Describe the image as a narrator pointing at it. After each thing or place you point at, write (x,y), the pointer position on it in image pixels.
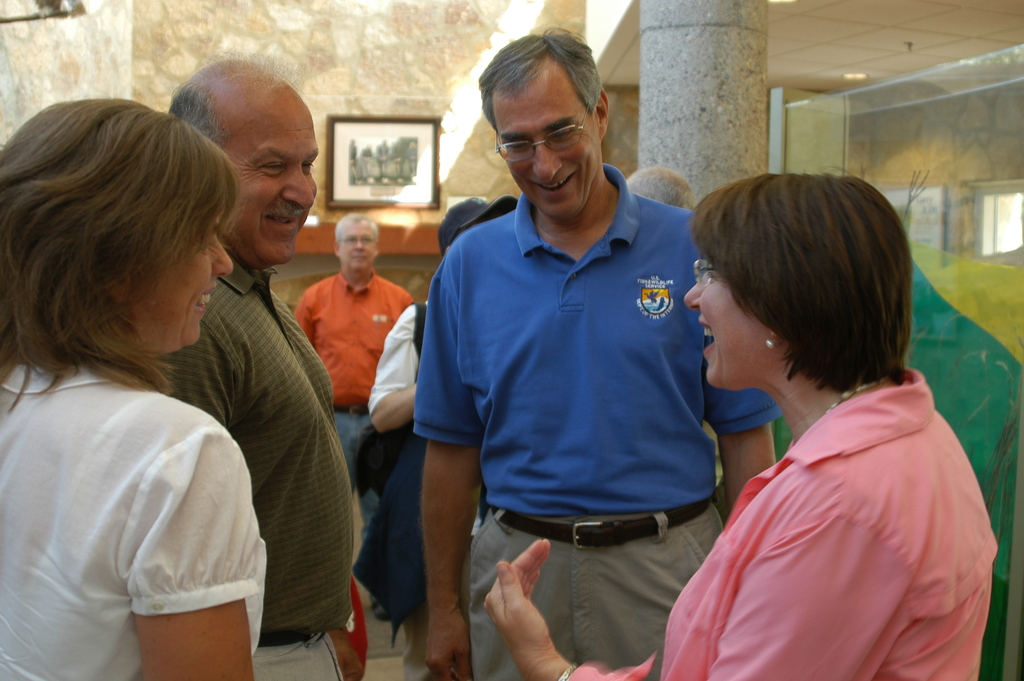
In this image, we can see people (481,459) standing and smiling. In the background (476,159), we can see the people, pillars (716,126), wall (482,148), photo frame (374,147) and glass object (1003,133). Through the glass object (877,174), we can see a few things (877,178).
